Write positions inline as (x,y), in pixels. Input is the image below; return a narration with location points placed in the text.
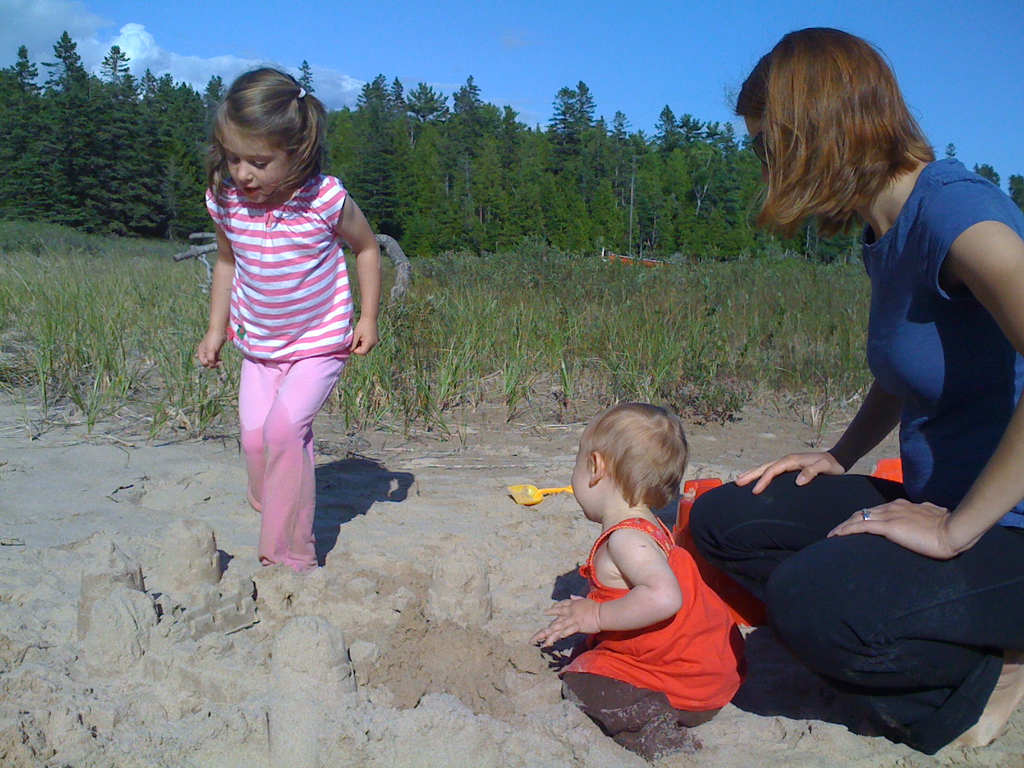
In this image there is a girl (276,275) and a toddler (617,575) playing in the sand (453,608), behind the toddler (642,594) there is a woman (853,566), beside them there are some objects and there is grass (502,334) and branches (397,281), behind that there are trees (586,190), at the top of the image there are clouds (150,59) in the sky (950,68).
